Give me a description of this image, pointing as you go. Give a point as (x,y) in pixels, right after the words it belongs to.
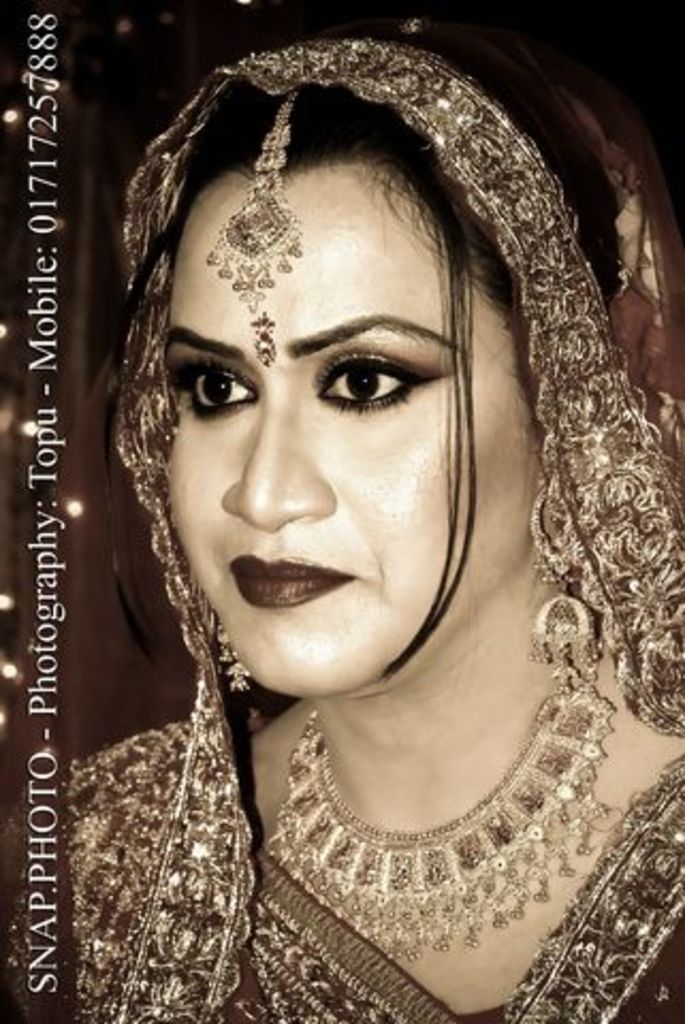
In this image we can see a woman (241,636). On the left side of the image (52,989) there is text (31,167).
